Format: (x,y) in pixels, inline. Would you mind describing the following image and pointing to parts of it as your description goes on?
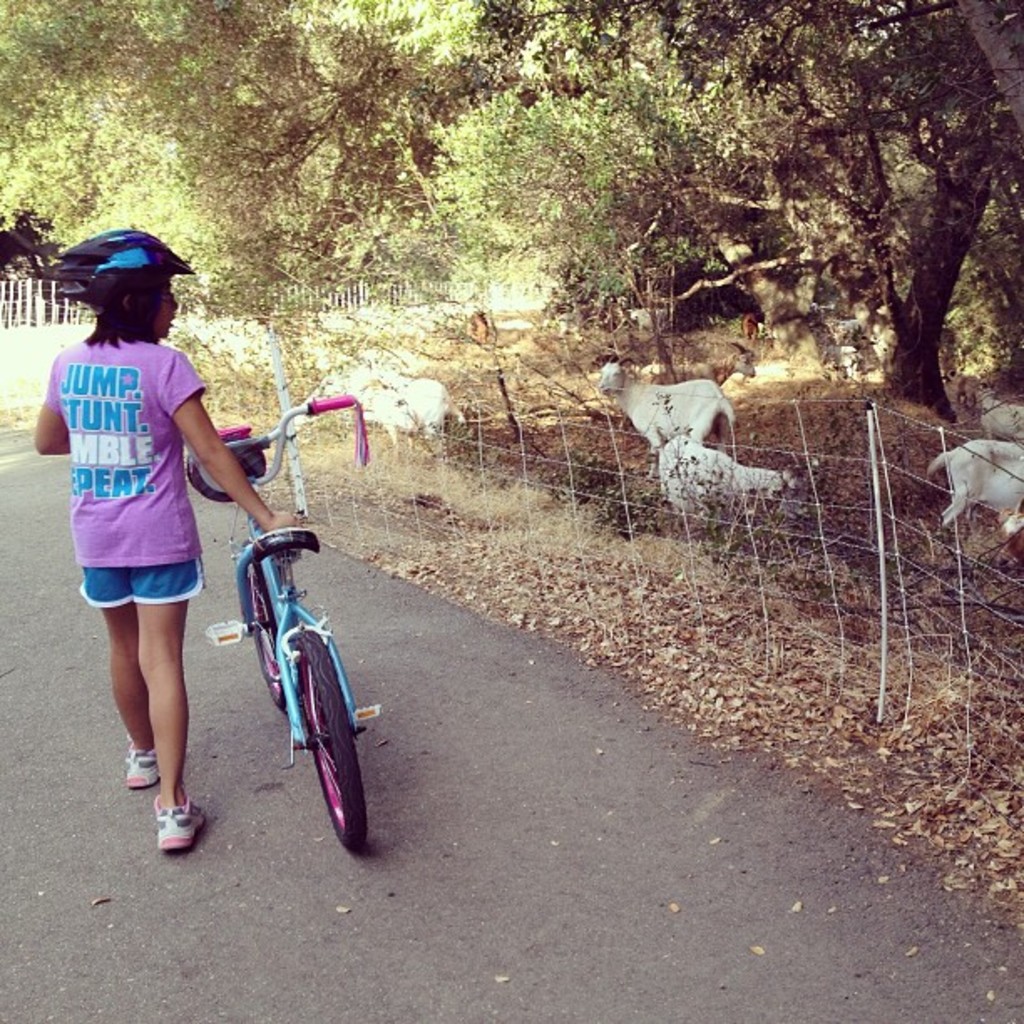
In this image we can see a girl (165,544) wearing a helmet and holding a cycle (334,795). To the right side of the image (762,281) there are trees (424,169), animals (388,424) and fencing (821,504).
